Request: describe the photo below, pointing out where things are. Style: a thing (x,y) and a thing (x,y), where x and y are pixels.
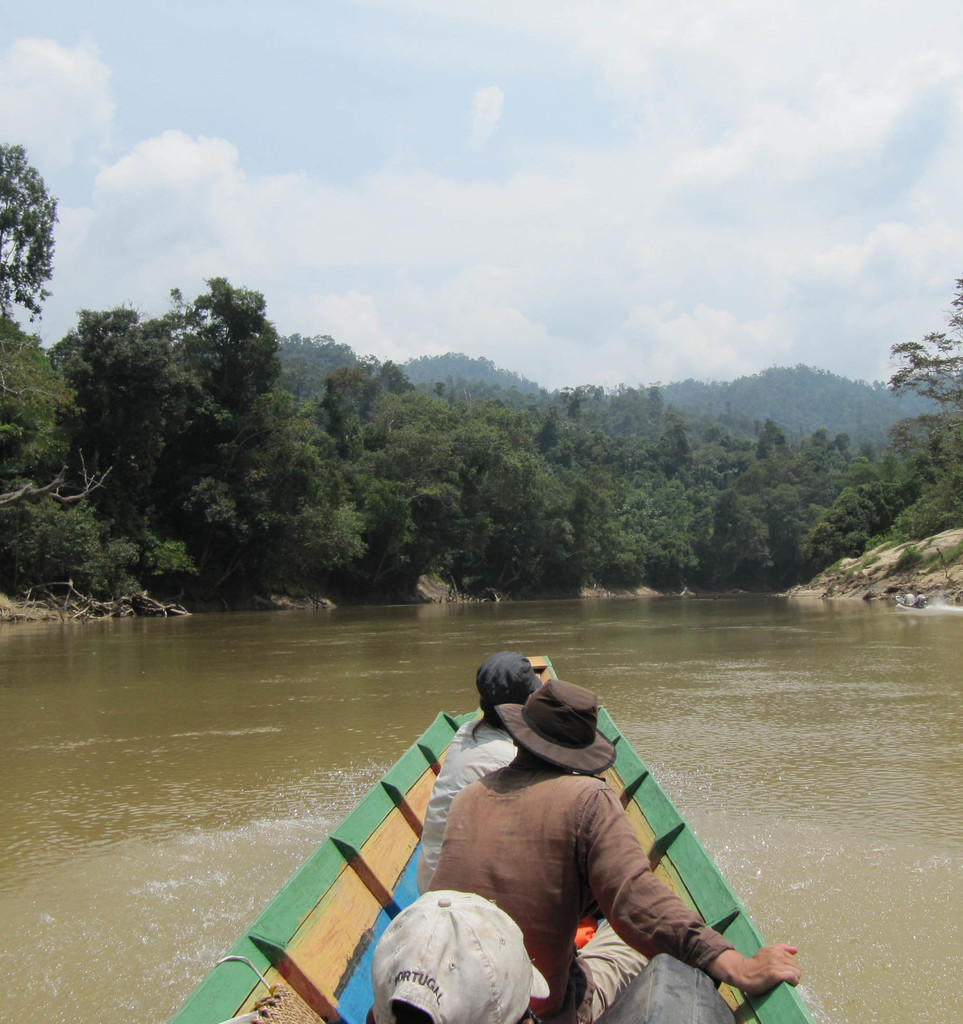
At the bottom of the image (500,855), we can see people (459,941) on the boat (379,928). Here we can see human's head (463,1010) with cap (462,976). Background (921,608) we can see the water (606,655), trees (750,556), people (911,601) and sky (810,274).
